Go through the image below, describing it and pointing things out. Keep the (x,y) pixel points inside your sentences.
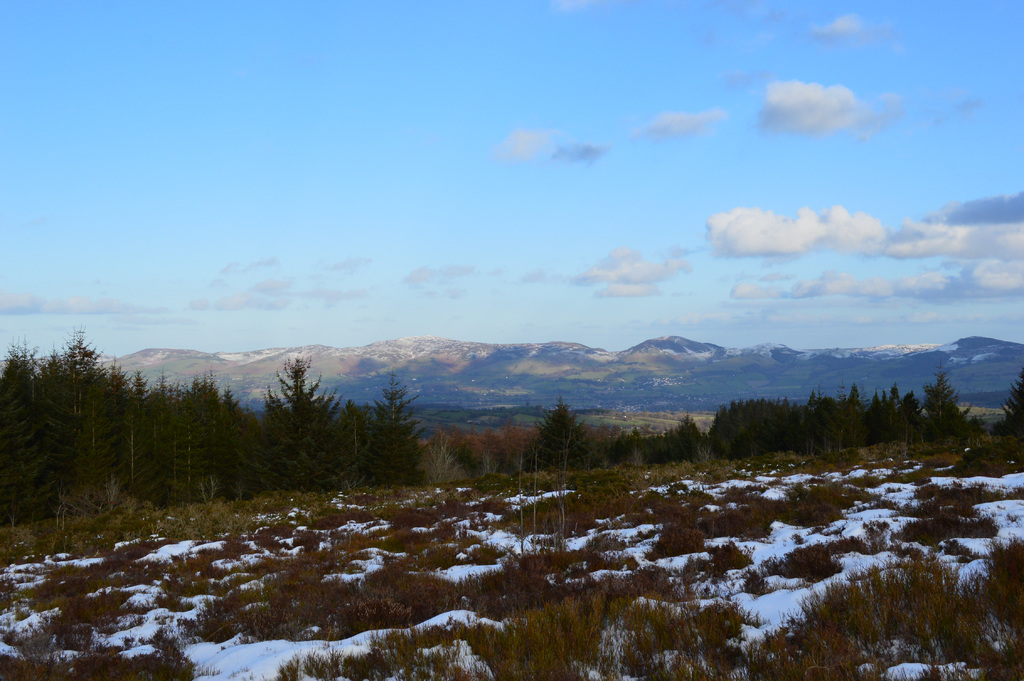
In this picture we can see snow (757,542), trees (308,438), mountains (614,383) and in the background (144,273) we can see sky (669,53) with clouds (538,280).
